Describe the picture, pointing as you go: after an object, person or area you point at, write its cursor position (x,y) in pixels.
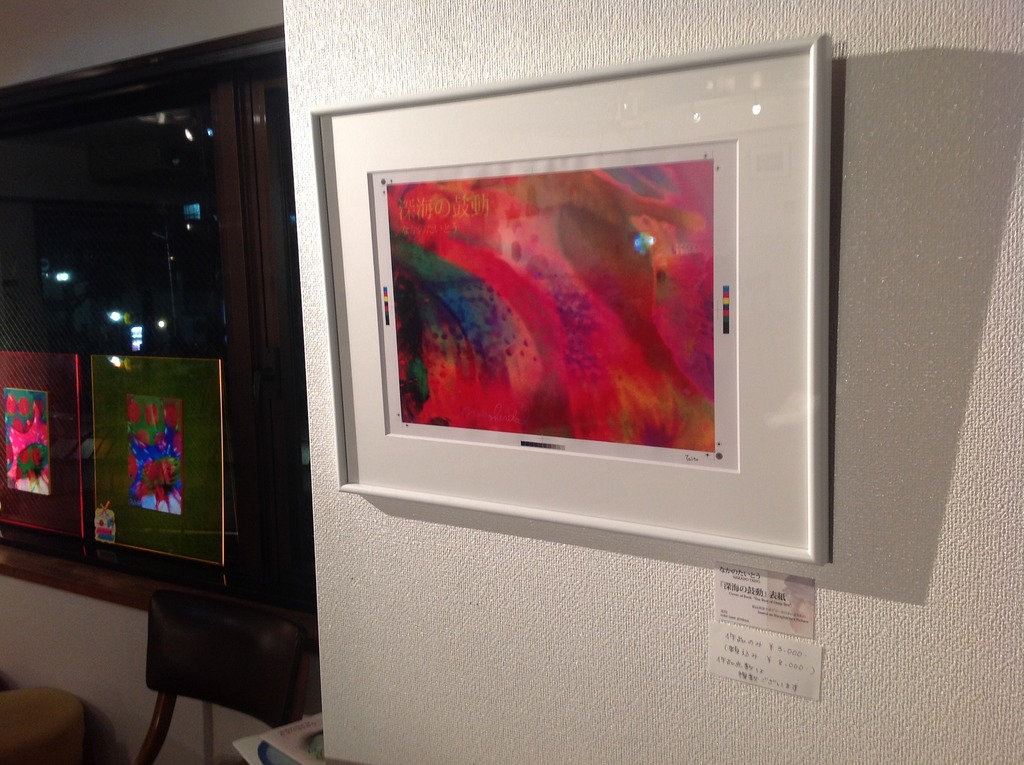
In the picture I can see a photo frame (619,311) attached to the wall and there are few other photo frames (159,445), chair (217,667) and a glass window (134,257) in the left corner (126,248).
